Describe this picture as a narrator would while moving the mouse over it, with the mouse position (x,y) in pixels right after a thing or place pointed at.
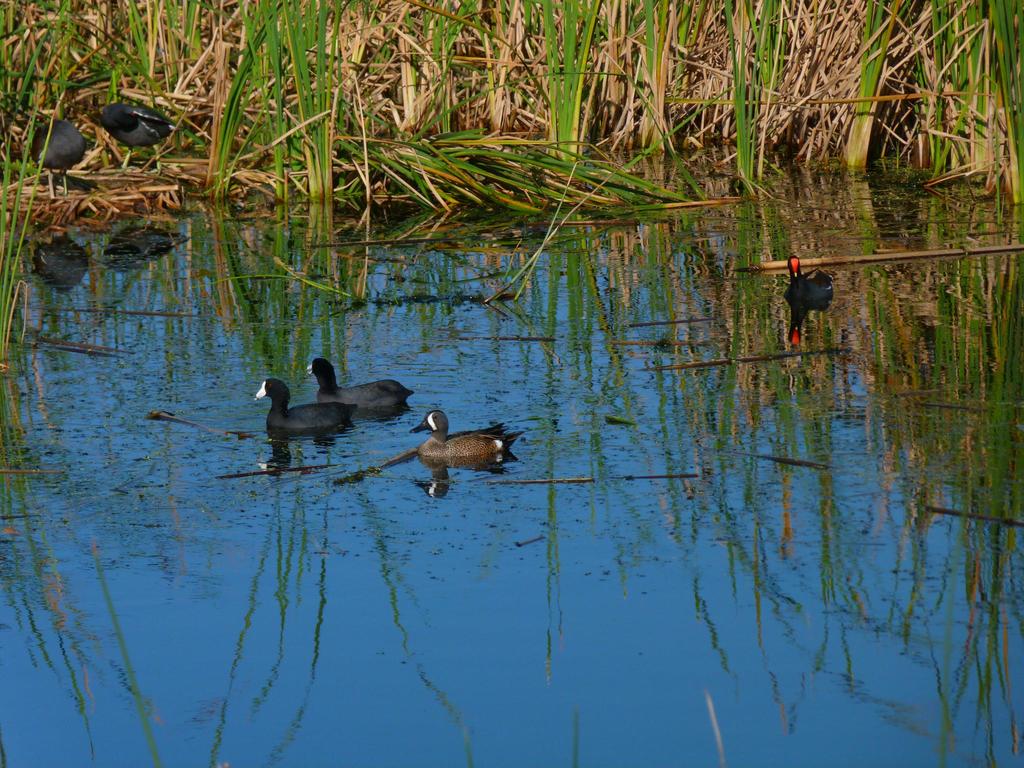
We can see birds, water (466,316) and grass (574,104).
